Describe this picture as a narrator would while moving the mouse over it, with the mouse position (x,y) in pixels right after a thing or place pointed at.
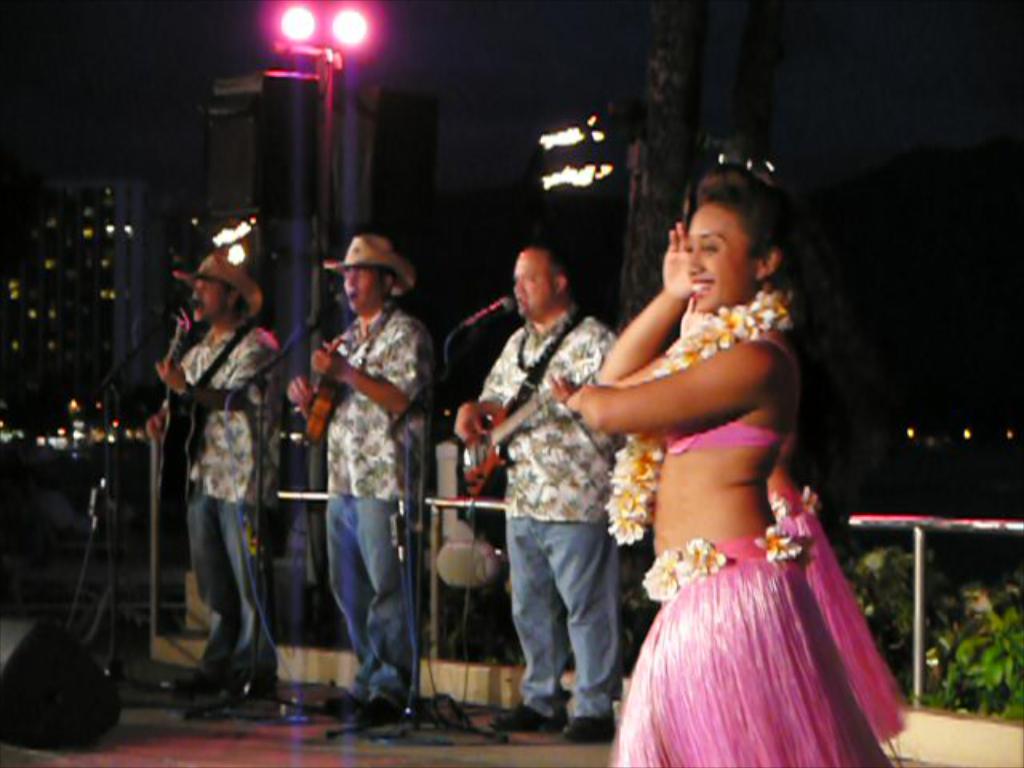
In this image we can see four persons (368,476), among them three persons (355,477) are playing the musical instruments (186,440) and one person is dancing, there are some mics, plants (633,591), buildings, poles (320,209) and lights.
